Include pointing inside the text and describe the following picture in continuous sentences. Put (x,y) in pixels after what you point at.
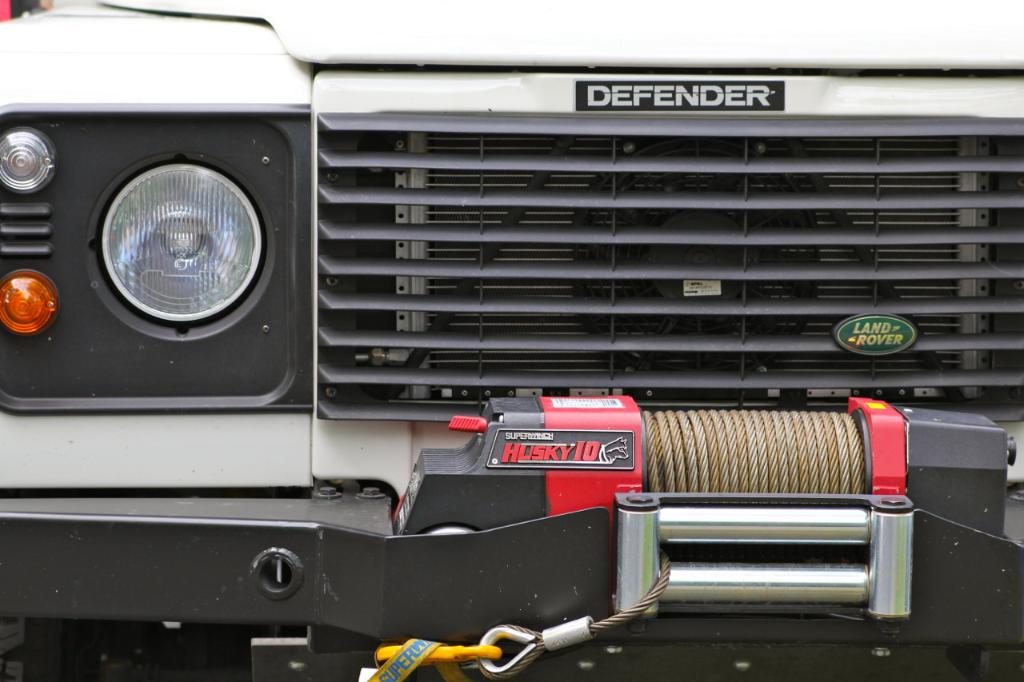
A picture of a vehicle (599,548). To this vehicle (858,502) there are boards (652,101), headlights (178,193), rope (812,478) and rods (718,515). Something written on these boards (669,108).
